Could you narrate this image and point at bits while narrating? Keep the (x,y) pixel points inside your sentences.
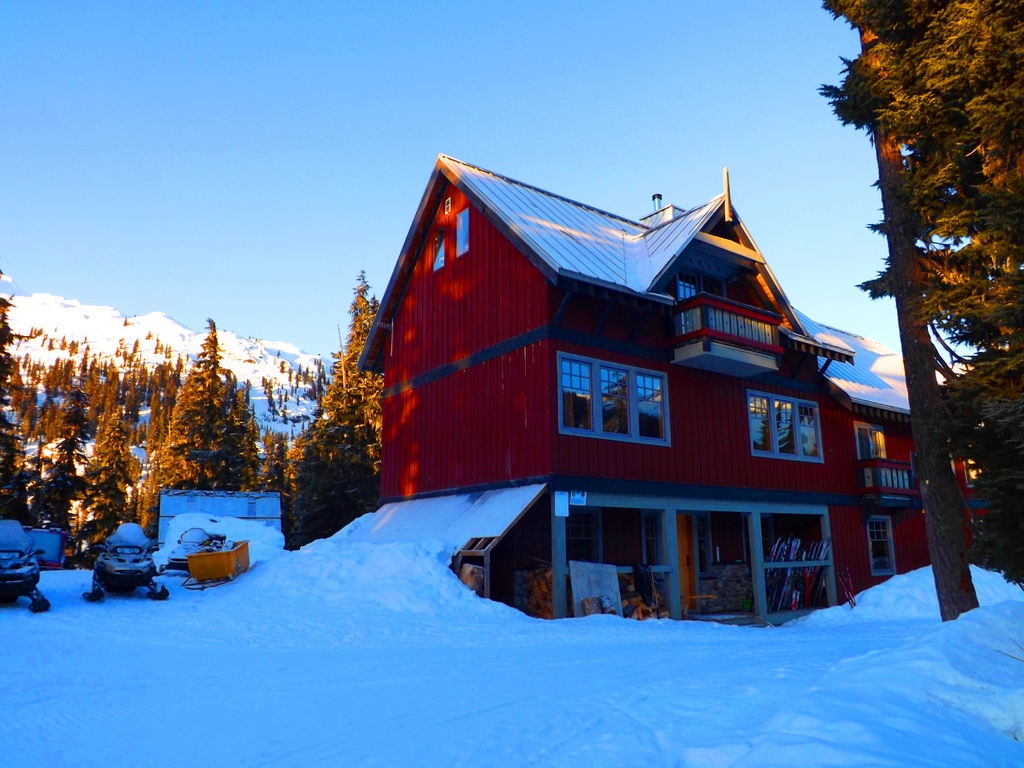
In this image there are trees (1004,227) and houses (794,455). On the surface (574,663) there is snow (437,666), beside the house (570,391) there are snow bikes (113,541) parked. In the background of the image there are snowy mountains (229,340).
